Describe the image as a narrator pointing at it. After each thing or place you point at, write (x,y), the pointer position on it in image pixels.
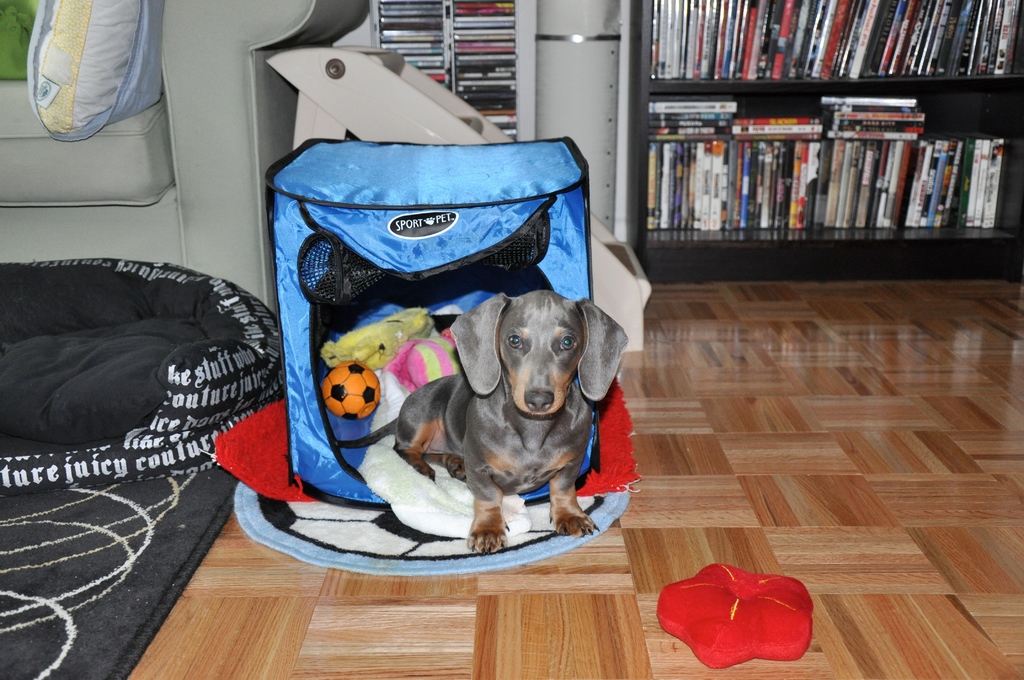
In this picture I can see a gray color dog (546,479) is sitting in a blue color object (530,495). Here I can see a ball (361,387) and other objects (386,392) in it. In the background (832,180) I can see a shelf (846,82) which has books (836,129). On the left side of the image (177,168) I can see a white color sofa (157,188) which has a cushion (85,97) on it.
